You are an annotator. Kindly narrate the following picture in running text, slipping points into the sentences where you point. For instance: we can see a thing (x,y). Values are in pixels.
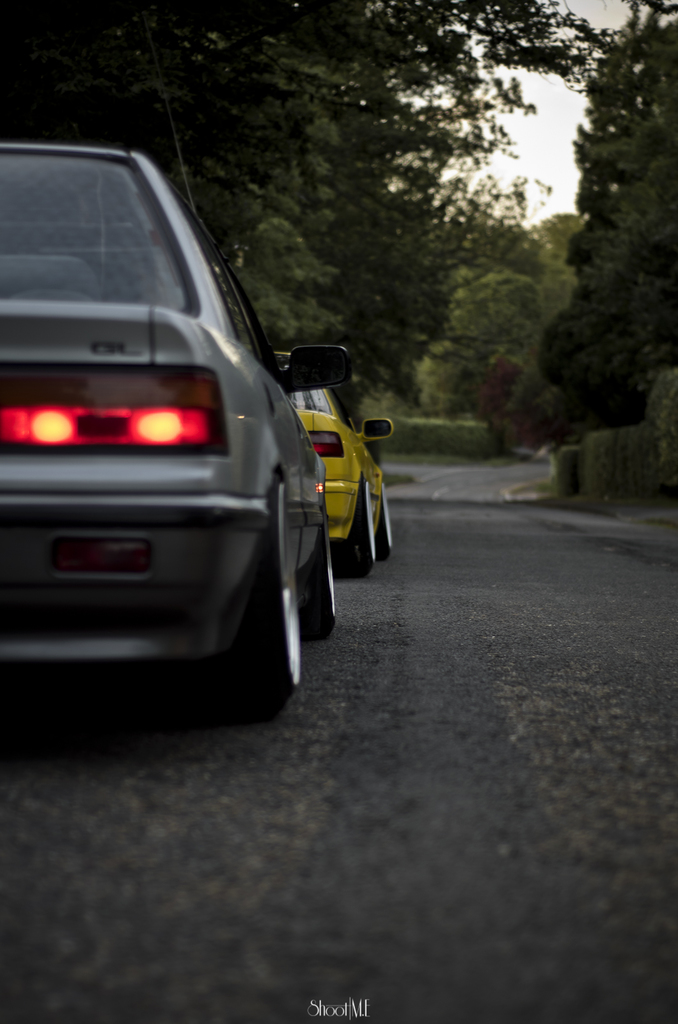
In this image we can see two cars (262,518) on the road (370,653), some text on the bottom of the image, some trees (489,274), bushes (443,435), plants (464,416) and grass (458,455) on the ground (669,509). At the top (573,164) there is the sky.
